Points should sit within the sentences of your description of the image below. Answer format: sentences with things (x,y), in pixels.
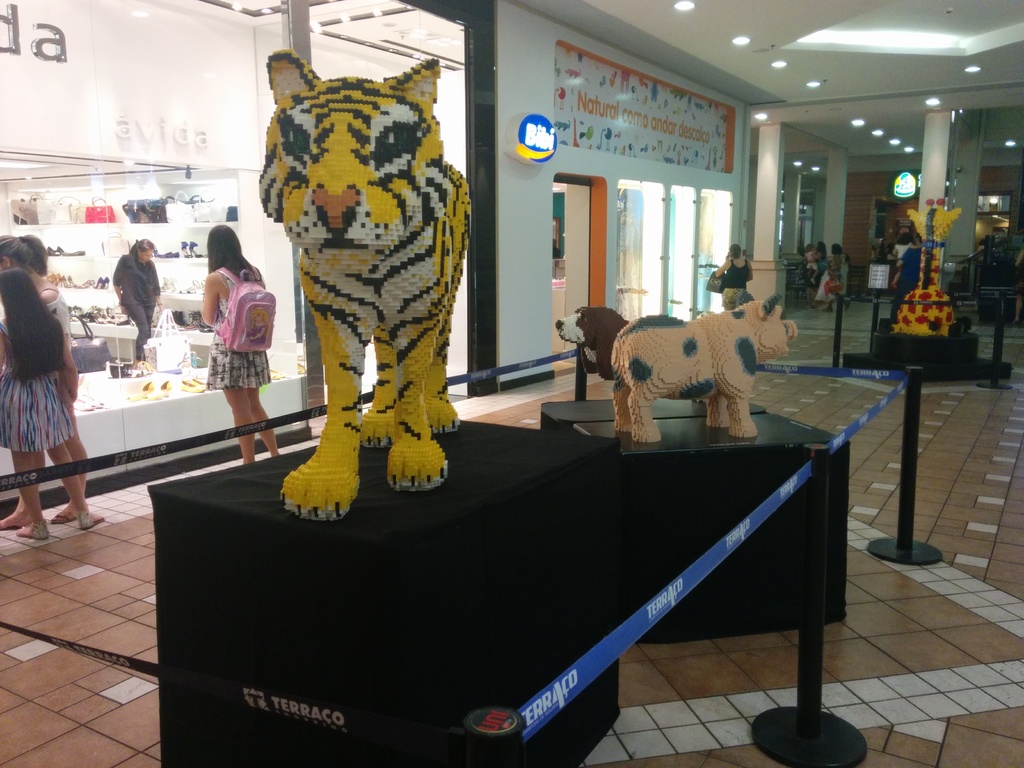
There are statues (644,369) of animals (624,365) on black color boxes (626,457). Around the boxes (459,566) there are poles (810,532) with elastic belts (769,516). There are many shops (461,88). Also there are few people (240,350). Inside the shops (118,223) there are bags (76,204), footwear (87,314) and many other items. And there are names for the shops (625,159). On the ceiling (764,81) there are lights (835,40).
